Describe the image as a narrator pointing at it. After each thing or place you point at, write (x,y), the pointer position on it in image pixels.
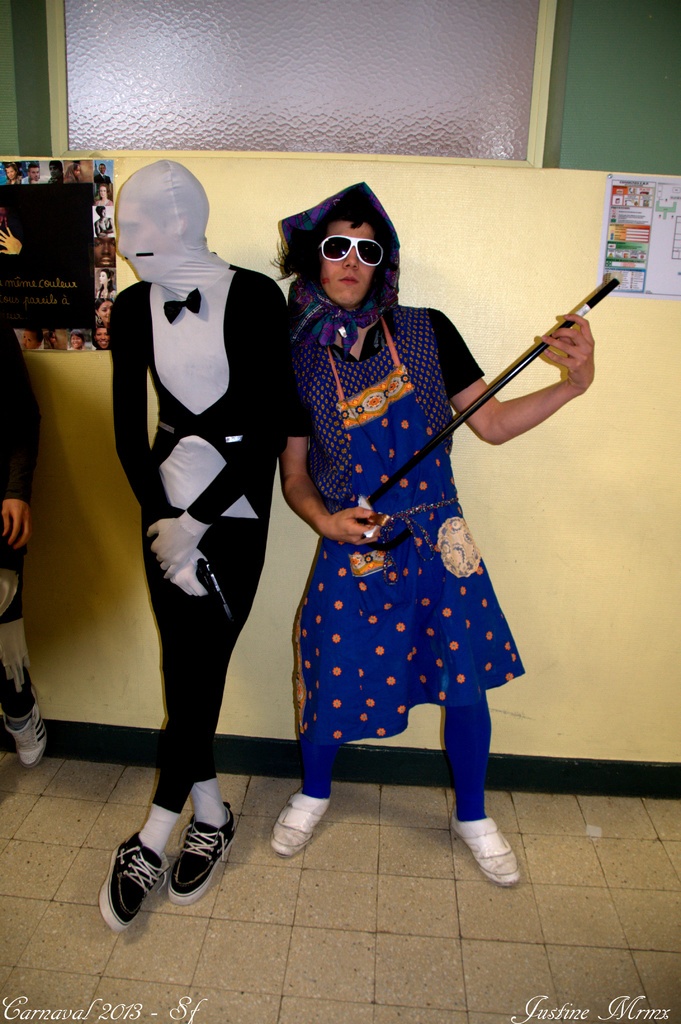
In the center (449,671) we can see the two persons (332,398) holding some objects (204,572) and standing on the ground (39,891). In the background (644,195) we can see the posters (102,226) attached to the wall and we can see the text (634,233) and some pictures (644,195) on the posters (63,340). On the left corner (9,496) there is a person (33,726) seems to be standing. In the background (599,46) there is a green color wall (637,74) and the window (183,121). At the bottom (648,1003) there is a text (552,1013) on the image.
